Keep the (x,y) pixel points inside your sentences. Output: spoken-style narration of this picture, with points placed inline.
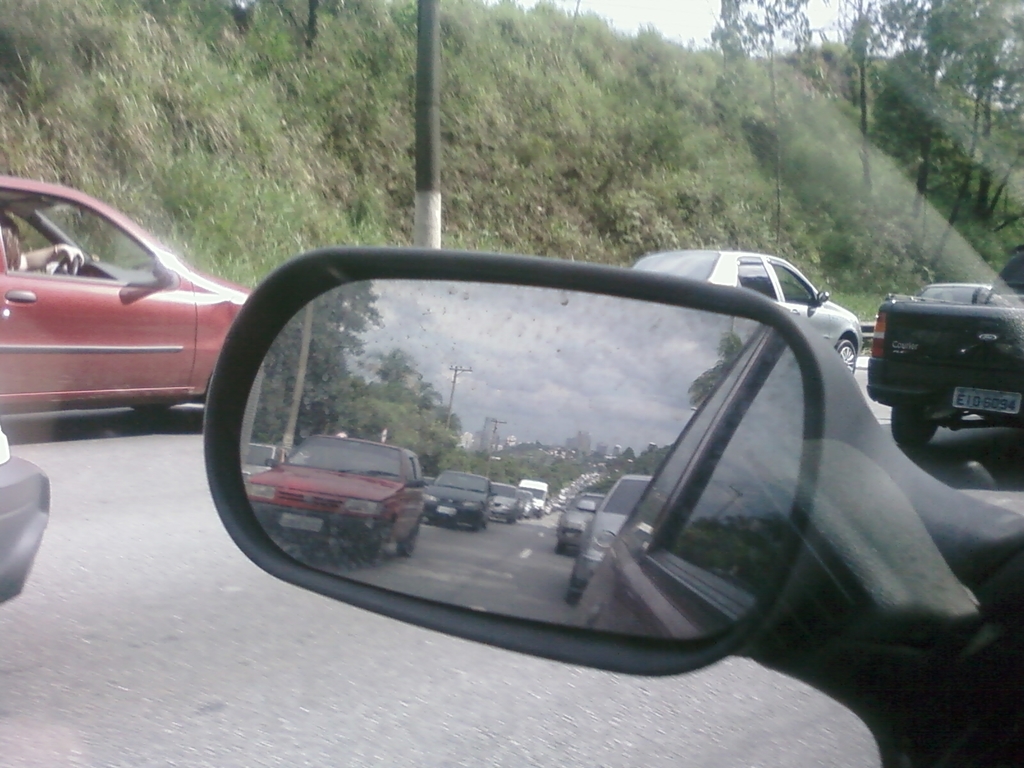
In this image I can see a mirror (509,398) in the front (542,521) and on it I can see reflection (409,494) of cars (559,496) on the road (428,555). I can also see reflection (432,416) of trees (377,411), few poles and the sky (625,354). On the top side of the image (241,133) I can see grass (455,135), number of trees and few vehicles (802,281) on the road (62,464).
